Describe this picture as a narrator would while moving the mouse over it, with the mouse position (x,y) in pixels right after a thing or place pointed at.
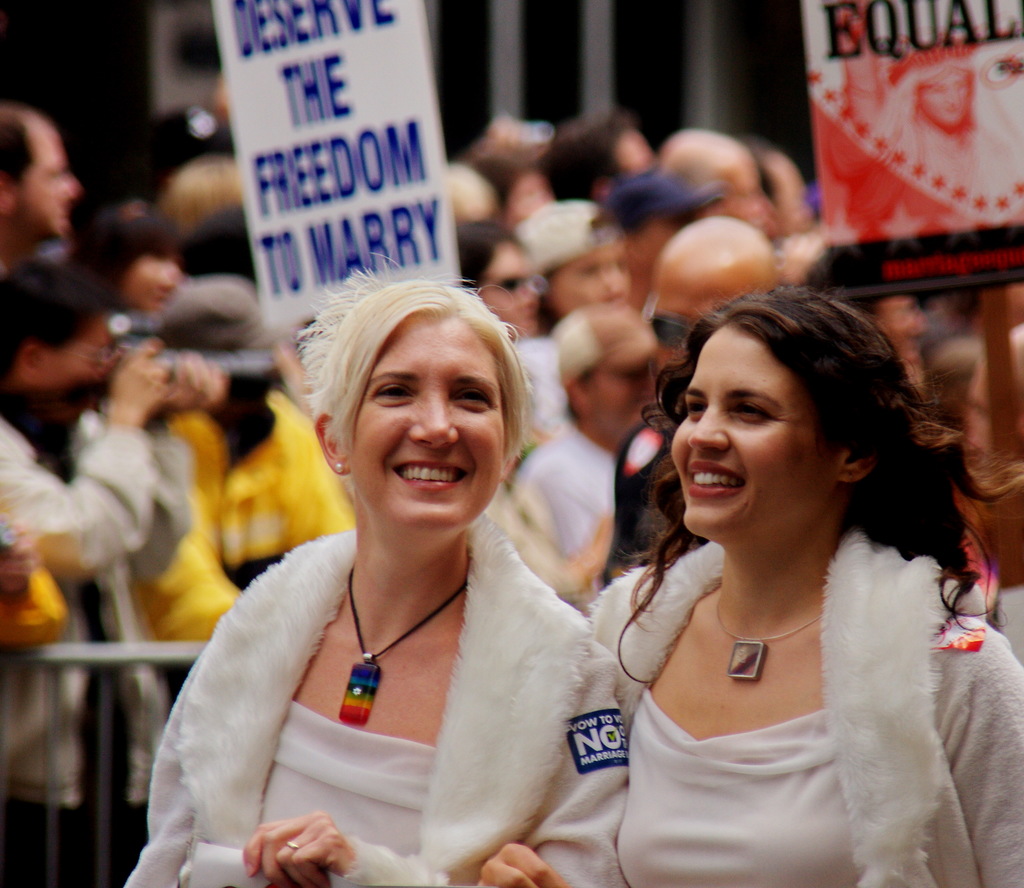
There are two women (540,630) standing and smiling. In the background (206,481), I can see a group of people (754,226) standing. I think these are the banners (904,94). On the left side of the image (103,681), that looks like a barricade (105,681). This person (72,568) is holding a camera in his hand (147,374).
